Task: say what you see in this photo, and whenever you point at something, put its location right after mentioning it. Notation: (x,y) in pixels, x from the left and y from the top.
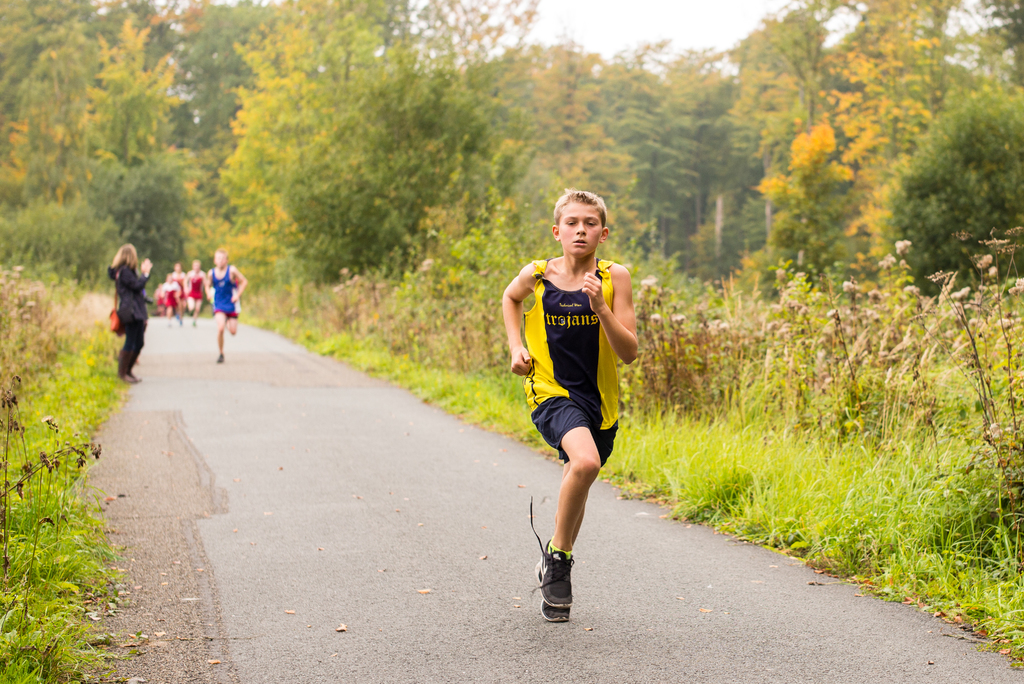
In this image we can see a boy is running on the road (250,421). To either side of the road (254,420) we can see plants (760,409) and grass (922,539). In the background (455,146) we can see trees (371,147), sky (958,56), few persons (160,297) are running on the road (202,374) and a person (127,296) is standing.
